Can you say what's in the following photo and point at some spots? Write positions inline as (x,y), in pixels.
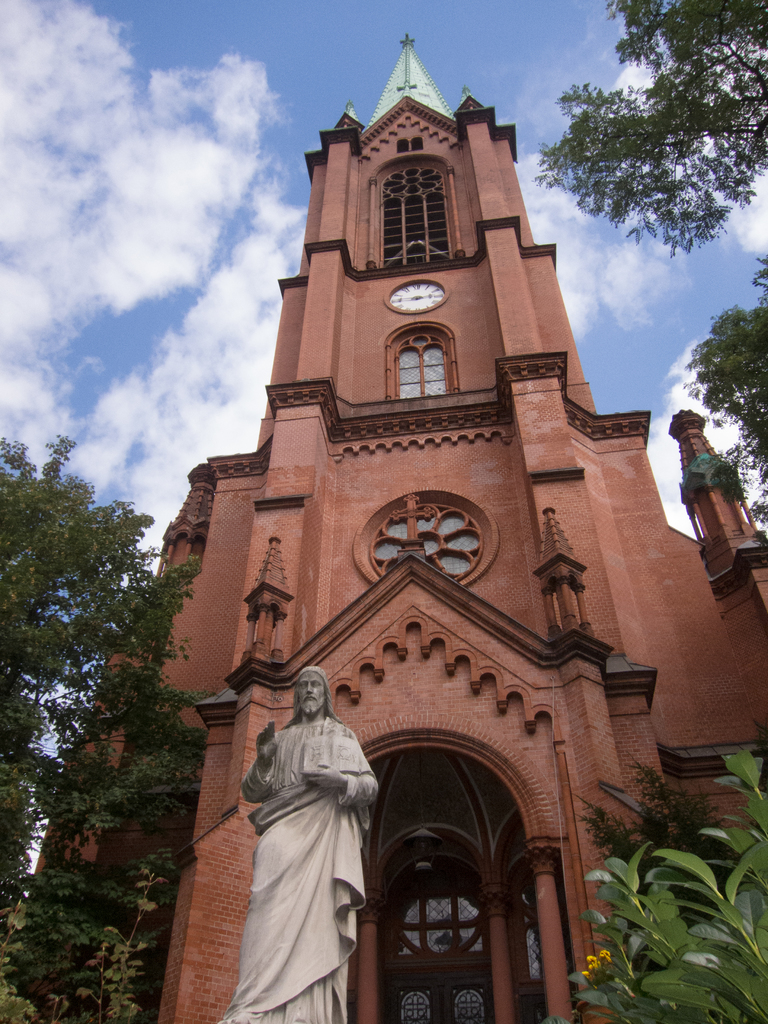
In this picture we can observe a brown color building (367,518). We can observe a white color clock (412,297) on the wall (389,313) of this building (420,411). In front of this building (406,672) there is a statue (308,847) of Jesus (274,821). We can observe trees (678,62) in this picture. In the background (242,146) there is a sky (260,146) with clouds (133,193).
